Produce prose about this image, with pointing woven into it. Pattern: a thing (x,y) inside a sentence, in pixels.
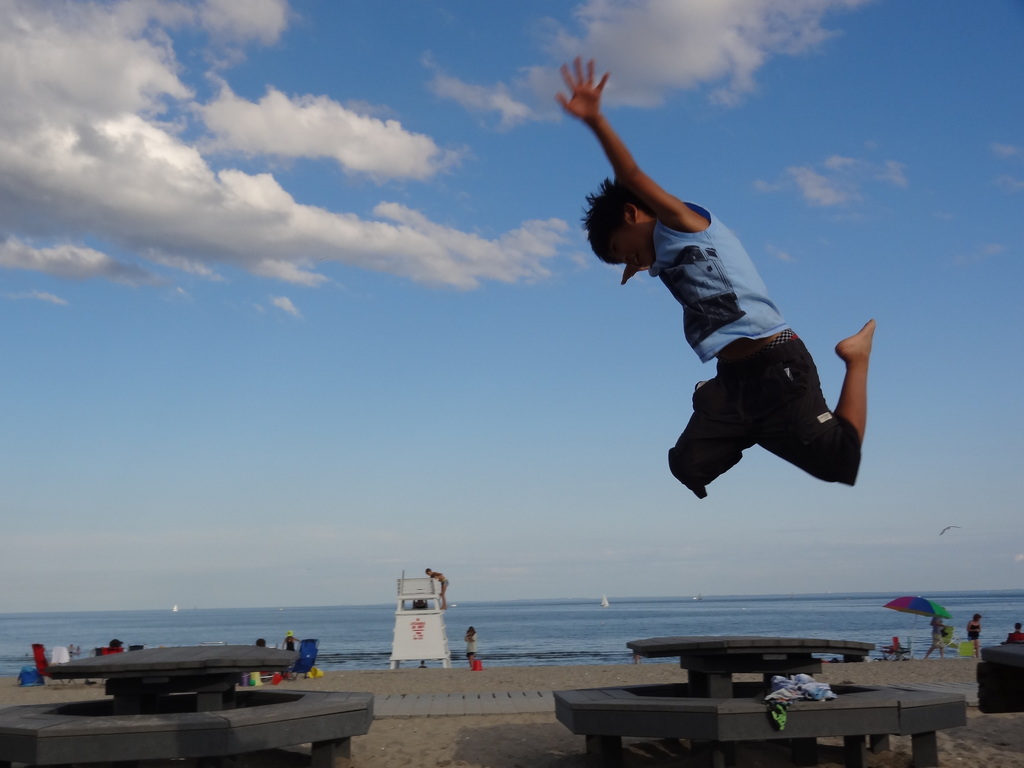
In this image we can see the boy (639,243) jumping the air and this image is taken at the beach (437,671). In this image we can see the people (466,636) and also the kids (429,574). We can also see an umbrella (911,598), circular benches (640,701) with the tables (769,679). We can see the sand (578,739), cloth (787,689), path (482,695), water (898,594) and also the sky (350,93) with some clouds (308,206) in the background (381,224).
